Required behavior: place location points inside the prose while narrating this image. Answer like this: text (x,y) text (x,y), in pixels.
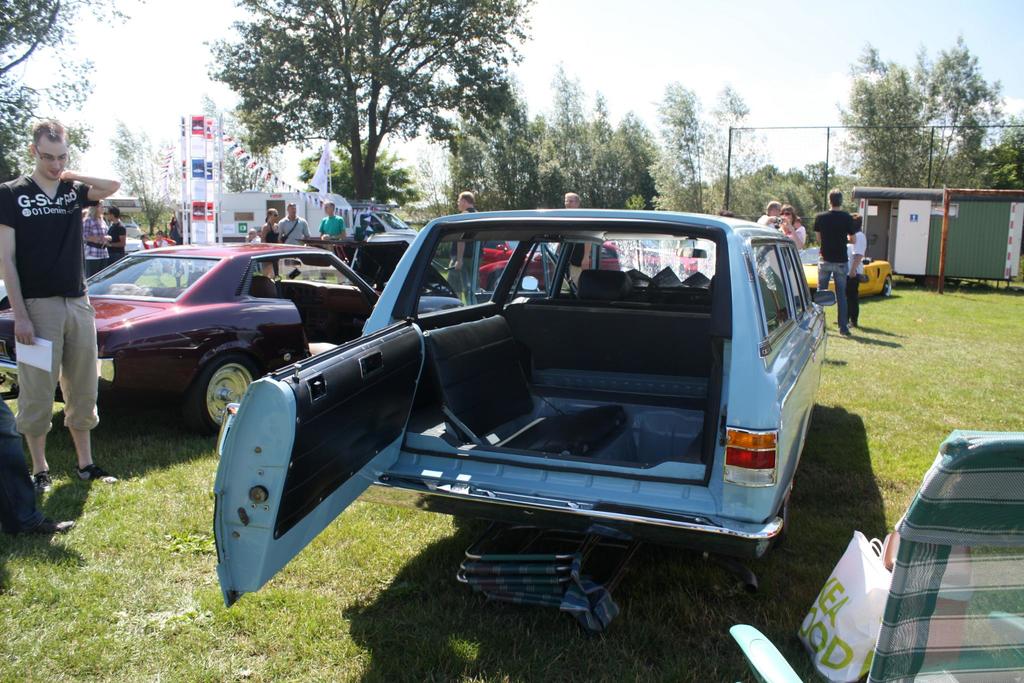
In this image I can see few vehicles (687,404), in front (761,393) the vehicle (701,402) is in blue color and I can also see a person (39,229) wearing black shirt (52,236), cream pant (54,349) and holding a paper (34,349). Background (424,56) I can see few other persons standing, trees (446,50) in green color and sky (134,59) in white color.
